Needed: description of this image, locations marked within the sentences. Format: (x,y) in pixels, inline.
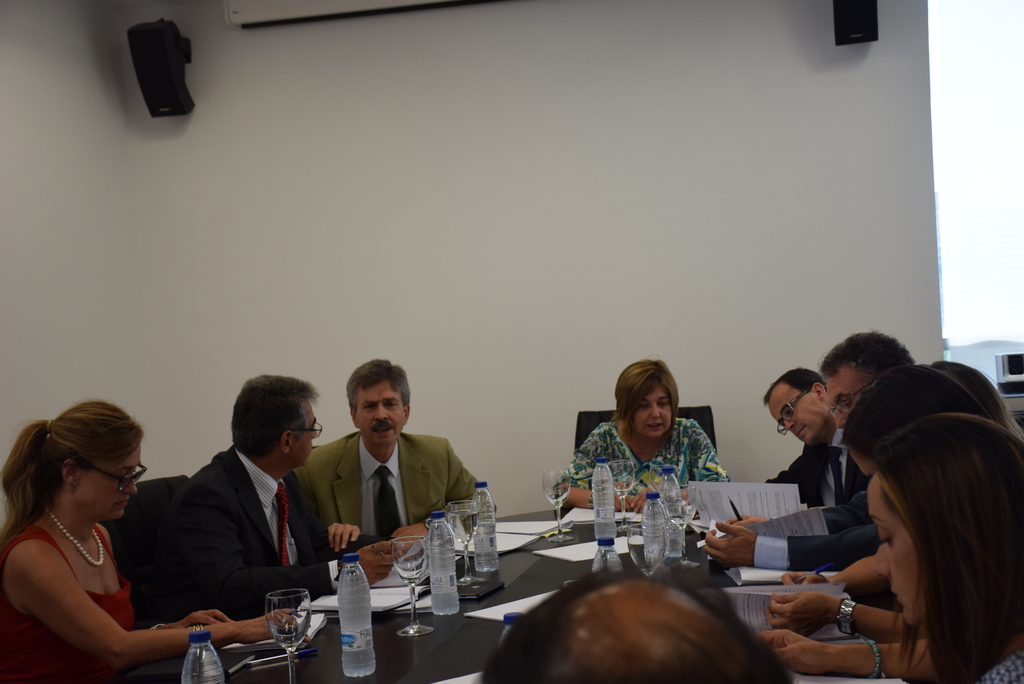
This is a meeting room (406,487). All the persons (270,498) are sitting. In the middle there is a table (440,646). On the table (478,575) there are water bottles (351,614), glasses (288,656), papers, pen (273,659). The wall (530,502) is white. In the right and left side (169,99) there are two speakers (846,25). In the middle (641,438) one lady (642,436) is sitting. Beside her a person (423,464) in a green suit (419,491) is talking. Beside him that person (282,500) is listening to him. In the left side (47,555) a lady (61,579) is sitting wearing a red dress (40,656). She is wearing glasses (126,482). These persons (895,554) are reading the paper (794,531).
